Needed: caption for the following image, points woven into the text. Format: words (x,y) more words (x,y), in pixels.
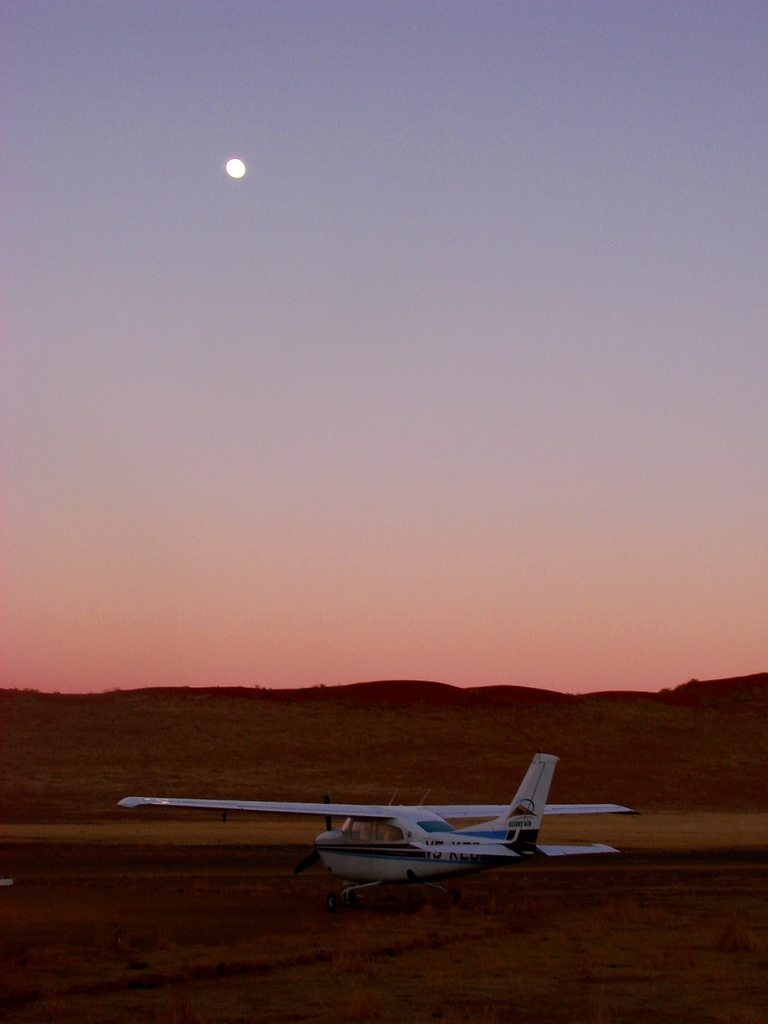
In the foreground of the image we can see the airplane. In the middle of the image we can see the structure (256,700) like hills (463,709). On the top of the image (362,232) we can see the sky (275,187) and the moon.
